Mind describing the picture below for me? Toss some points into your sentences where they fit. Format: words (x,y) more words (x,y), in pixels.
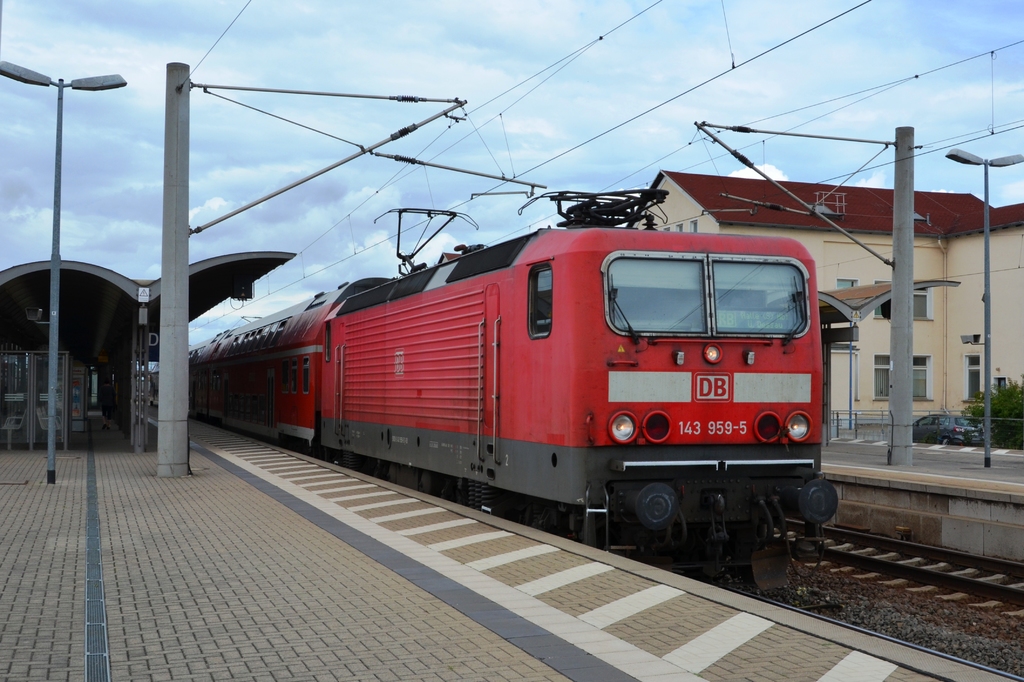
In this image, we can see a red train (624,512) with glass windows (684,289), rods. At the bottom (366,610), we can see a platform (371,561). On the left side (98,285), there is a shed (91,298), some objects (9,418), pole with lights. Right side of the image (947,428), we can see a car (954,439), tree (1020,427), house glass windows (920,360), wall (949,374), roof (768,197), pillars (895,311). Top of the image (606,90), there is a cloudy sky (559,104) and ropes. Here there is a train track (929,568).
